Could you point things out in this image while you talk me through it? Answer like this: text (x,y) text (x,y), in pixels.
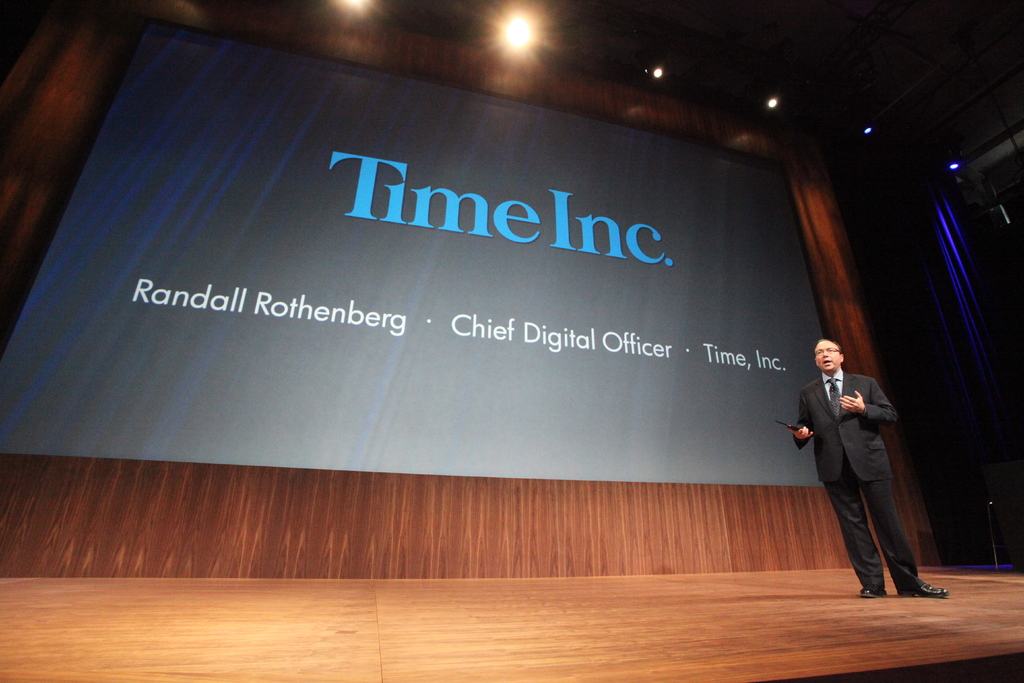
This picture is clicked inside. On the right (838,389) there is a person (842,423) wearing suit (857,440), holding an object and standing. At the top (763,31) there is a roof (838,55) and we can see the ceiling lights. In the background (920,226) there is a curtain (920,226) and a projector screen (188,295) on which we can see the text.
